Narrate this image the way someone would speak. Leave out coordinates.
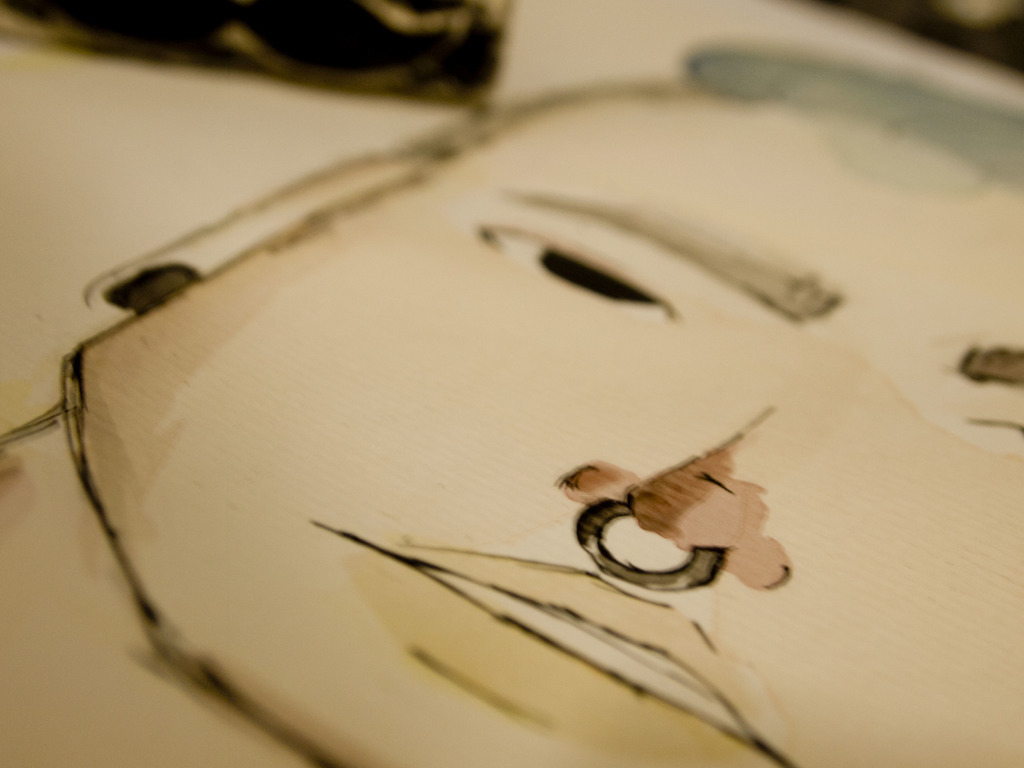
In this picture I can see it looks like a sketch.
